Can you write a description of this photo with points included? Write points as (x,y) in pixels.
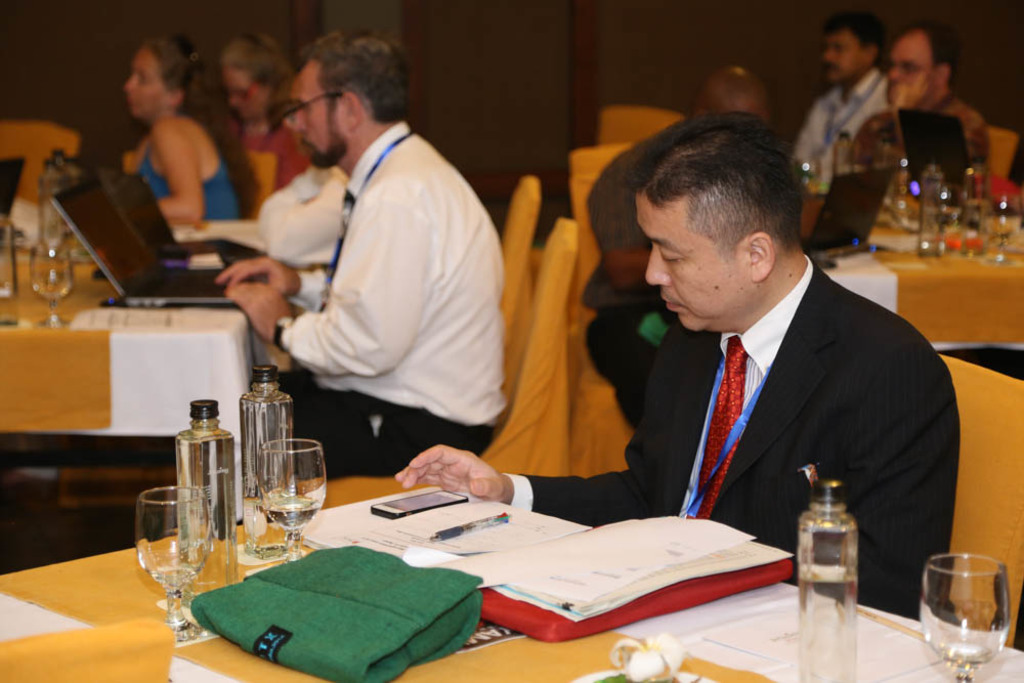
It seems to be the image is inside the restaurant (538,368). In the image there are group of people (612,352) sitting on chair (564,367) in front of a table (545,521). On table (432,527) we can see a mobile (395,513), pen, laptop (130,239), glass (312,492) with some drink (304,511), bottle (807,633), paper (767,633), cloth (325,642) on table (211,682).
